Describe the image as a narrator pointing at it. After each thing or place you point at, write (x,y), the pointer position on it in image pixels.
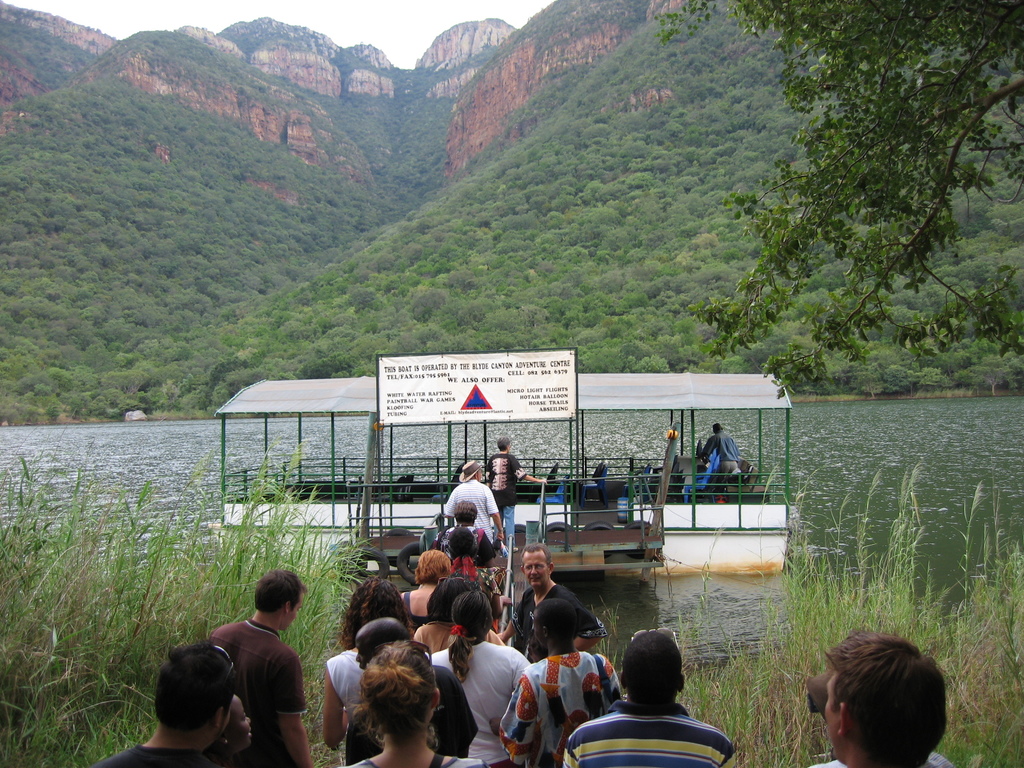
In this picture we can see a few people (430,757). We can see some grass (317,744) on the right (980,692) and left side of the image (44,686). There is the water (528,424). We can see a person (732,448), seats (698,490) and other things (665,467) on the boat (542,485) visible in the water (177,473). We can see a few plants (358,241) and some mountains (44,57) in the background (388,274). There is a tree (956,91) visible in the top right (964,100).
